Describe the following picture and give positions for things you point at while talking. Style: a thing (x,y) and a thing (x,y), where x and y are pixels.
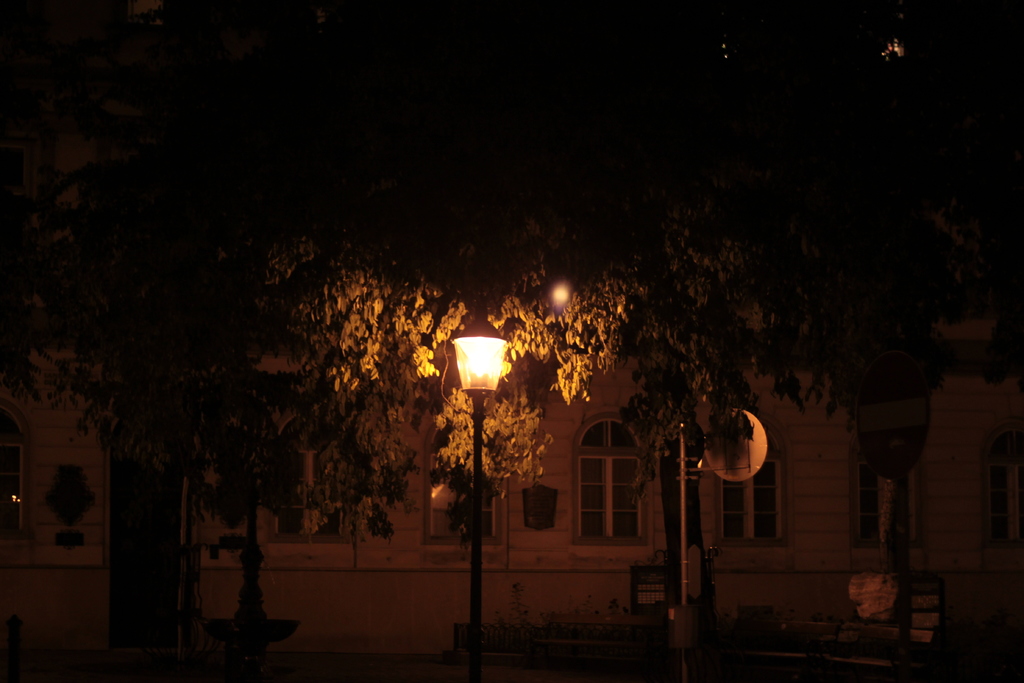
This picture is clicked outside. In the foreground (689,637) we can see the lamppost (464,383), metal rods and some other items (679,623). In the background (587,354) we can see the green leaves (370,475) and the house (98,539).
